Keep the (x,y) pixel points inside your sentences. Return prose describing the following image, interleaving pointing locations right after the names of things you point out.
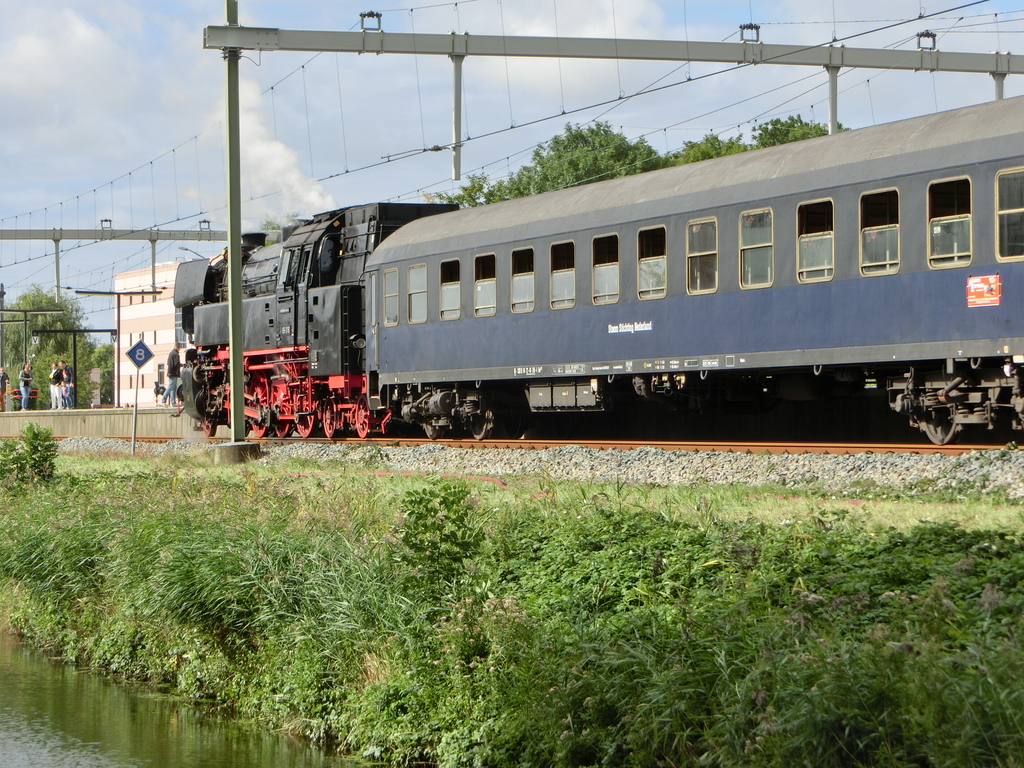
In this image there is track (965,449), on that track (978,449) there is a train (923,229), on top of the train (921,216) there are electrical wire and poles (232,59), on the left (84,759) there is a lake (191,716) and grass (965,531), in the background (53,378) there are people (55,391) and trees (75,313).
